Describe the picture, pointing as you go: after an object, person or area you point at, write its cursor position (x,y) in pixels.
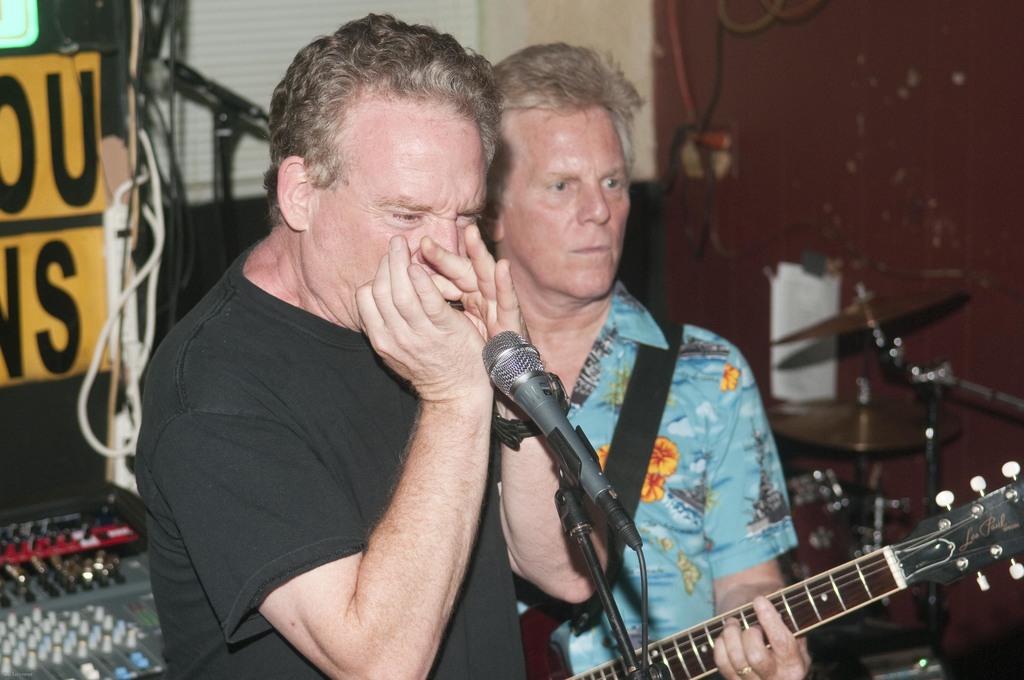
In this picture we can see two people (384,275) the right side person (598,371) is playing guitar (773,613) and the left side person (313,345) is playing harmonica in front of microphone (534,391), in the background (72,596) we can see some musical instruments (923,440).
